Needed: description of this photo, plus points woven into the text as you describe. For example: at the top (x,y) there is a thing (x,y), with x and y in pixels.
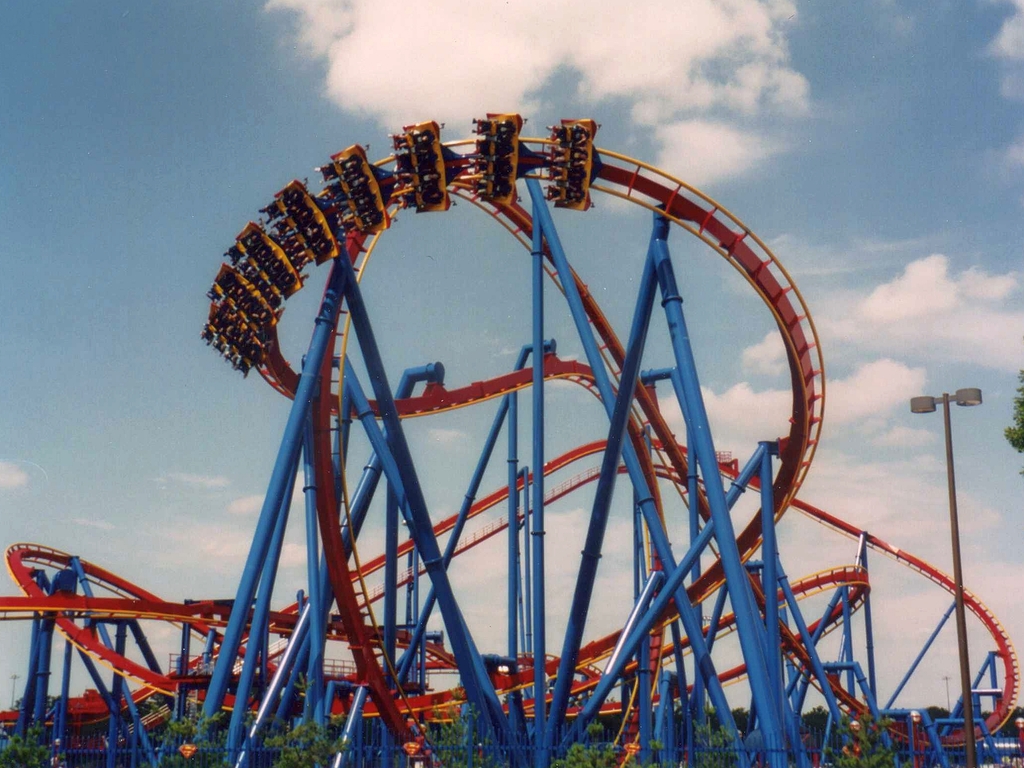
In this image we can see roller coaster (44,691) and trees (216,765). In the background (144,372) we can see sky (245,172) and clouds (438,84).
